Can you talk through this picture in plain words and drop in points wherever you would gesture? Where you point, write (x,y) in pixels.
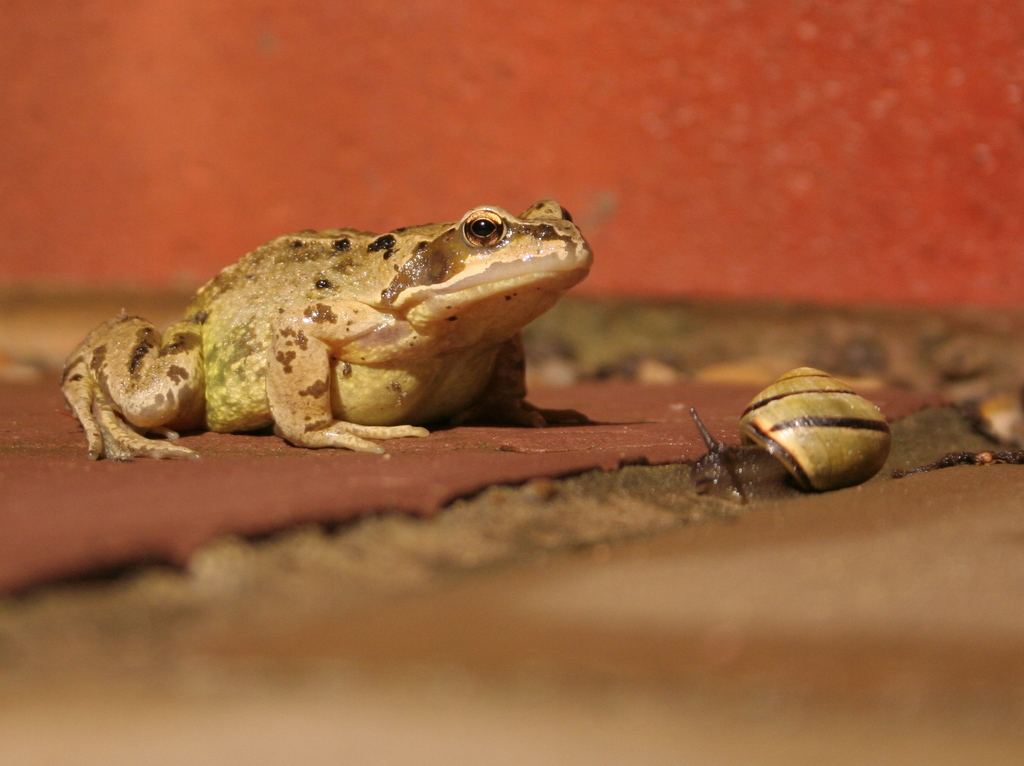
On the left side of the image (200,291) a frog (295,295) is there. On the right side of the image (794,434) a snail (735,456) is present. At the bottom of the image (474,665) ground (519,629) is there.
